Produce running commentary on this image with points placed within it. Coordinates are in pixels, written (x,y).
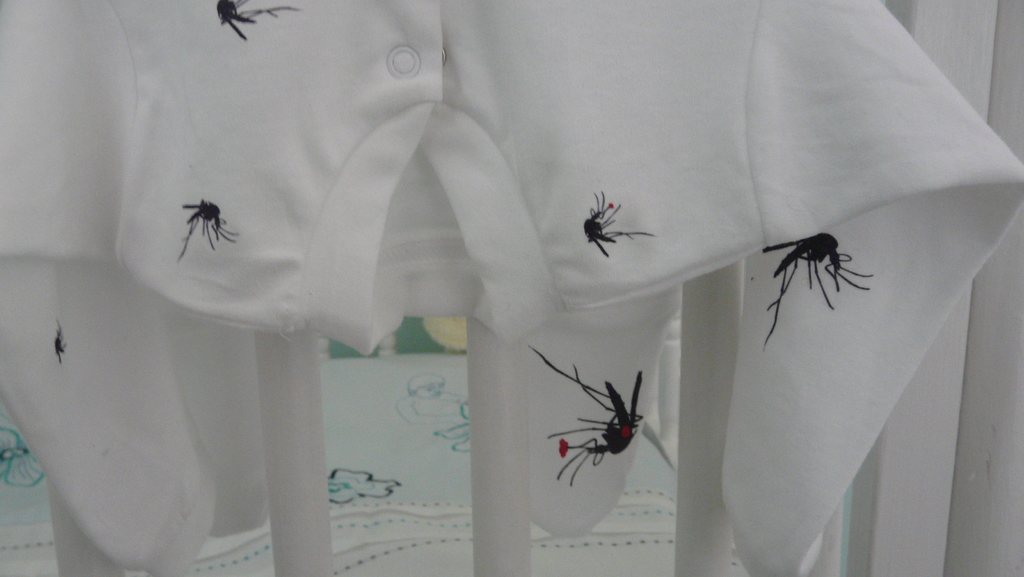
In this image, we can see there is a white color t-shirt (97,92), on which there are printings (592,228) of the mosquitoes (644,234). And the background (919,564) is white in color.
